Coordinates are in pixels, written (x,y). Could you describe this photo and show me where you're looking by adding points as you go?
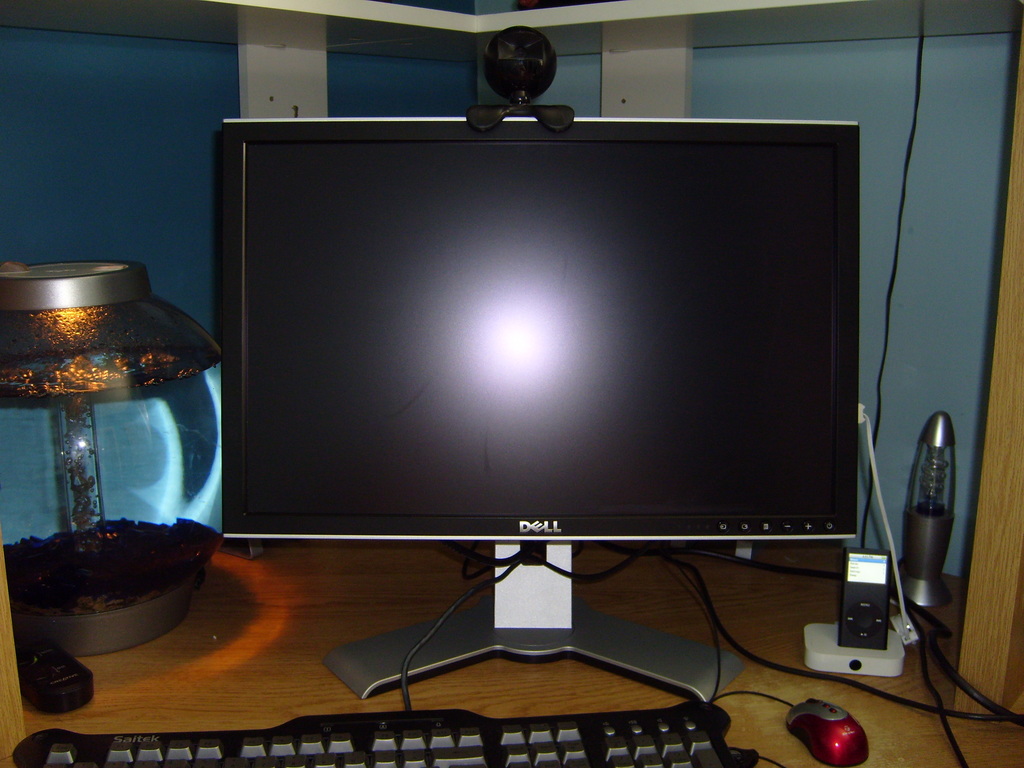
In the center of the image (596,323) we can see a screen (587,245) with stand (574,615) is placed on the surface (295,642). In the foreground (627,734) we can see a keyboard (640,741), mouse (799,727), device (859,638) and containers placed on the table (875,700). In the background (927,557). we can see the rack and bottle (934,523).
